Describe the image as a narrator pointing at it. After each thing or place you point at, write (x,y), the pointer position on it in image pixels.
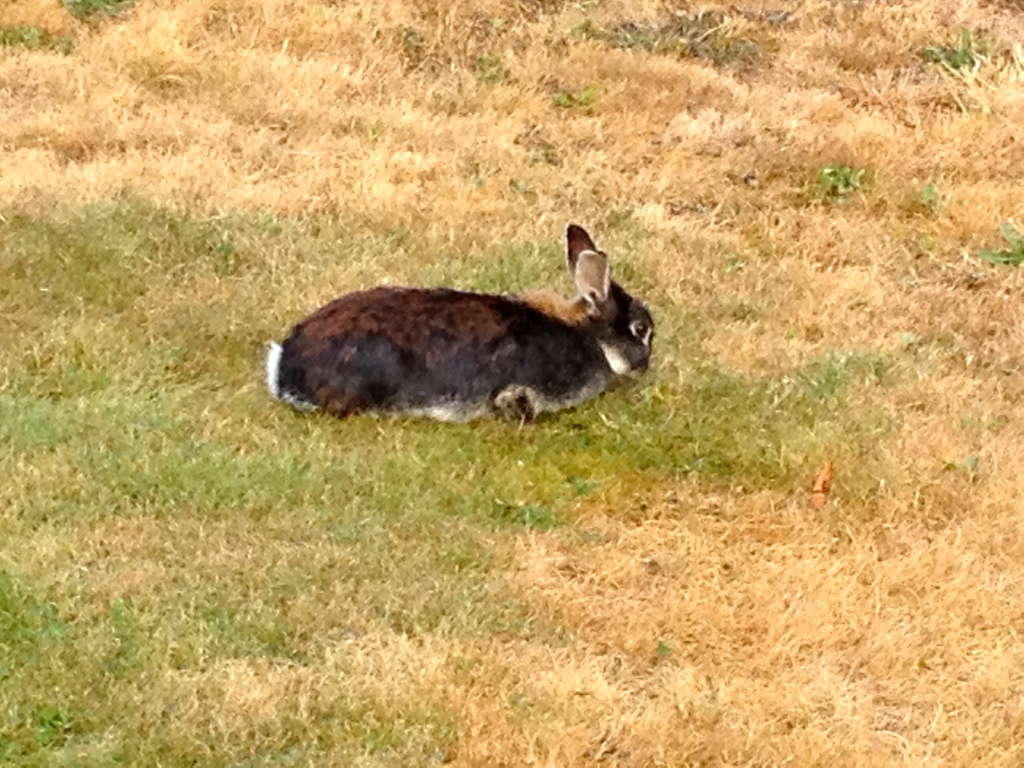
In the center of the image (470,385) we can see a rabbit (481,385) on the grass (286,466).
